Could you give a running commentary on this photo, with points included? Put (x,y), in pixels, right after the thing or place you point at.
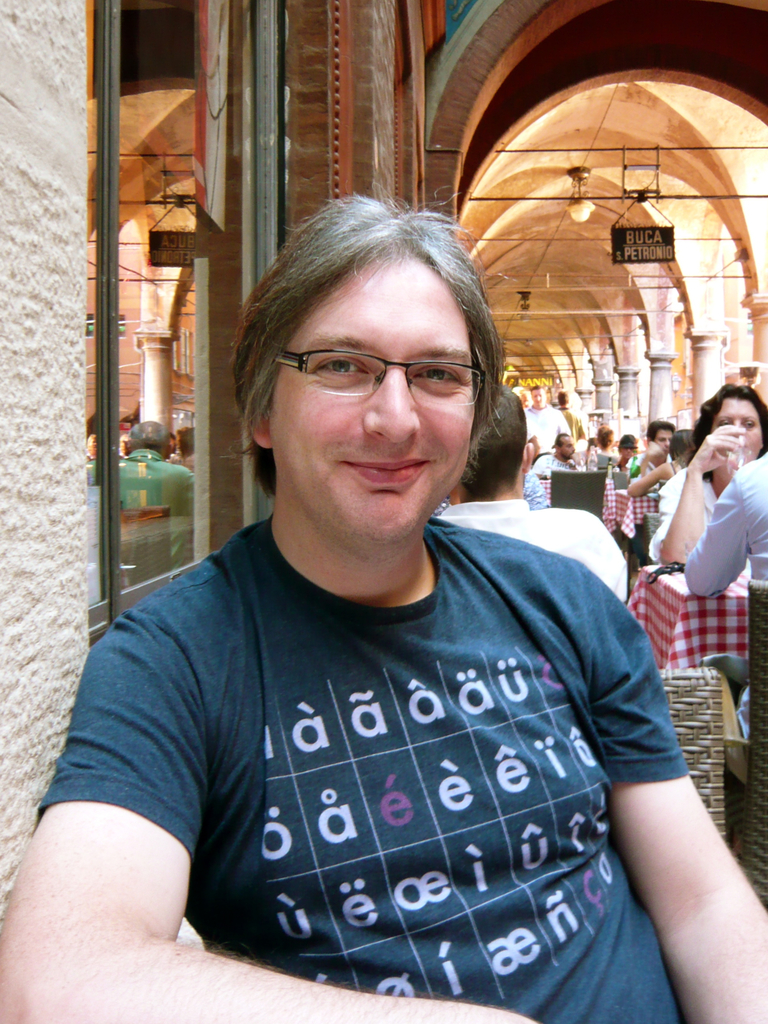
There is one person (368,726) wearing spectacles (336,369) at the bottom of this image (470,878). We can see a mirror (190,440) on the left side of this image (124,455) and there is a group of people (598,520) on the right side of this image (602,521).
